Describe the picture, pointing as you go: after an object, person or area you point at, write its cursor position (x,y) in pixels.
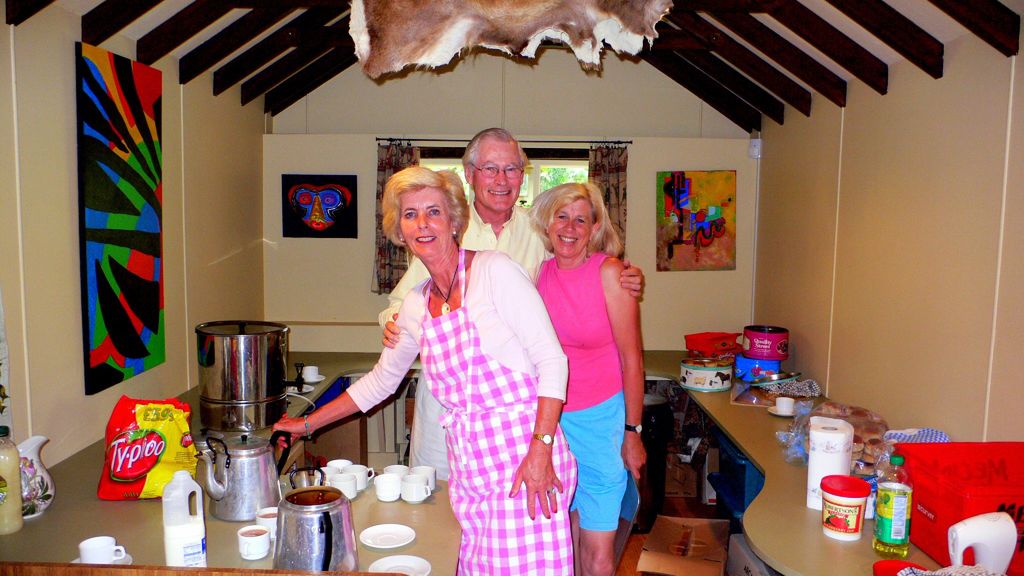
This image is taken indoors. In the background (295,278) there is a wall (737,275) with a few paintings (297,215). There is a window (556,176) and there are two curtains (594,168). At the top of the image (507,45) there is a roof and there is an object (598,36). In the middle of the image (499,256) a man (483,227) and two women (483,306) are standing. They are with smiling faces (485,192). On the left (221,435) and right sides of the image there are two kitchen platforms (292,407) with tissue rolls (830,446), bottles (906,510), boxes (774,362), cups (245,548), saucers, kettles (236,458) and many things (255,448) on them.
